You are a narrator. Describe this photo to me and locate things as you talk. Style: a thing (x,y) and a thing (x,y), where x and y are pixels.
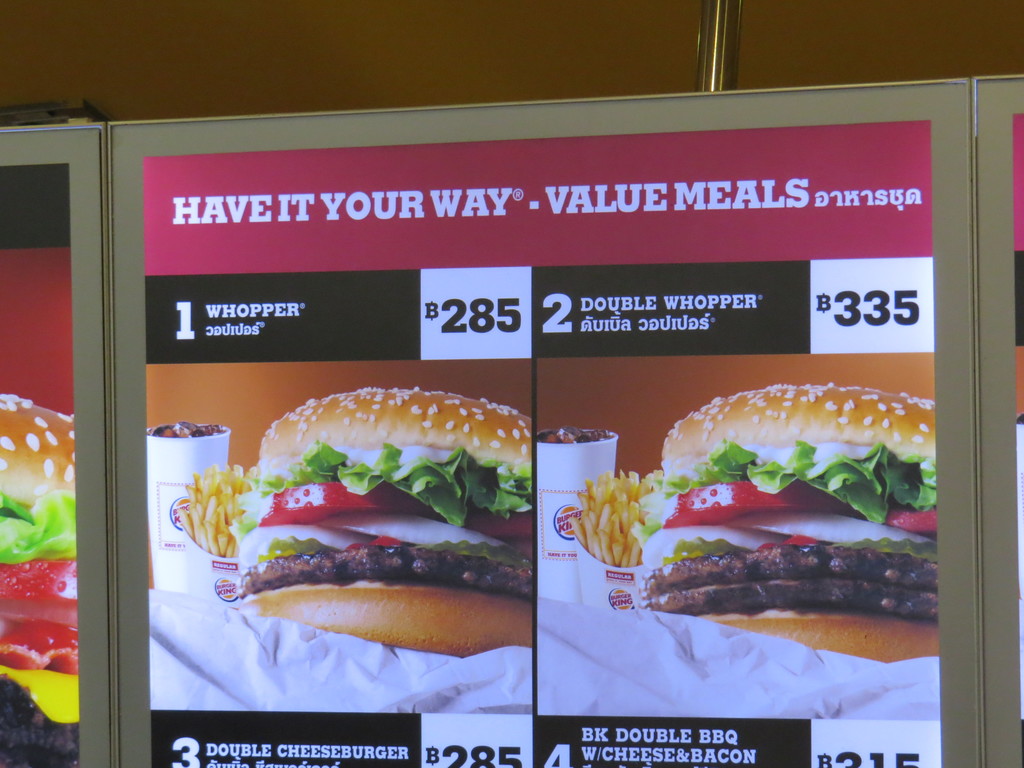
In the picture we can see a board (440,732) on it, we can see an advertisement (760,759) of a burger (8,700) with a price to it.
